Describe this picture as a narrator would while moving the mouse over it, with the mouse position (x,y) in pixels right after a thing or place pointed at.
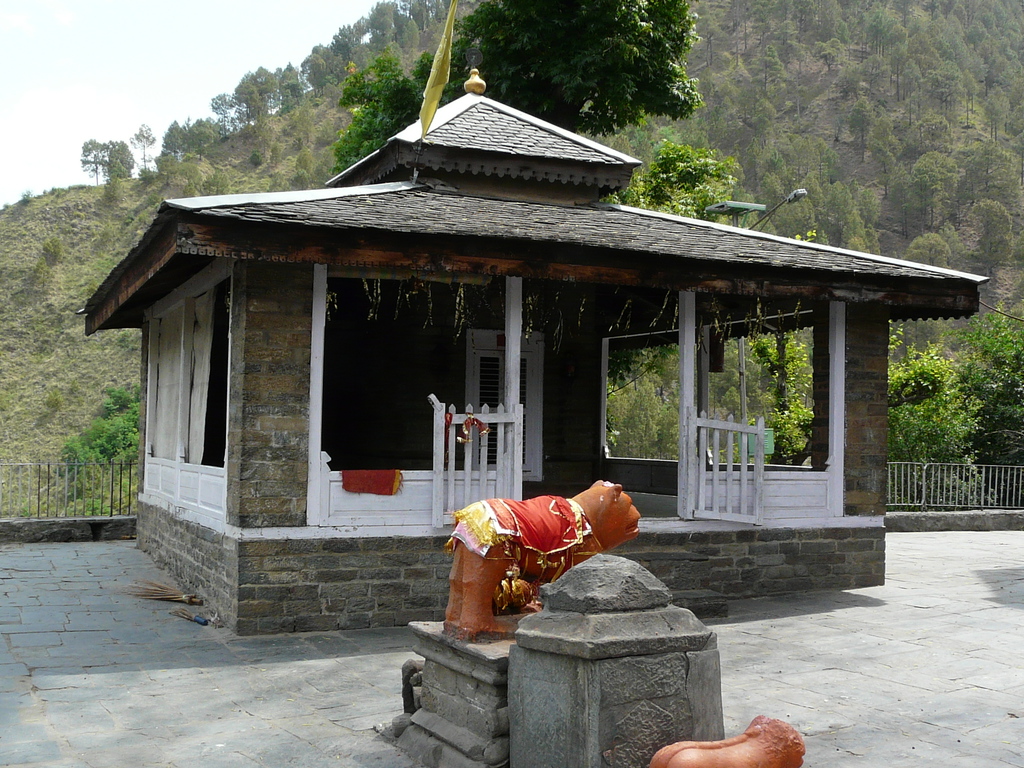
In the center of the image (532,444) we can see a shed (269,381). At the bottom (671,630) there are sculptures (702,746) and we can see stones (559,706). In the background (20,490) there is a fence (133,464), trees (1021,414) and sky (194,58).
